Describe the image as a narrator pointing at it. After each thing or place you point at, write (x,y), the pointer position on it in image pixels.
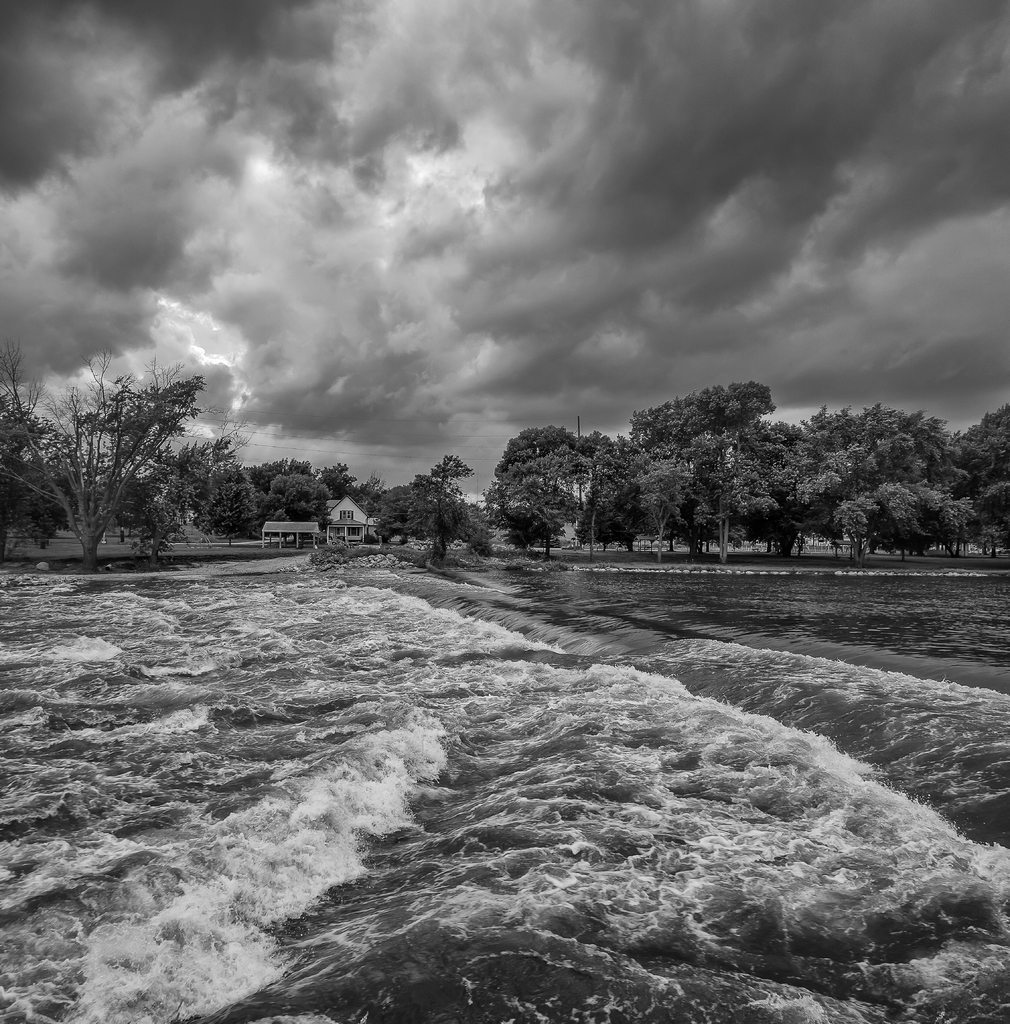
In this picture we can see a house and a few trees (349,479) from left to right. Waves (260,617) are visible in water (502,583). Sky (391,421) is cloudy.
